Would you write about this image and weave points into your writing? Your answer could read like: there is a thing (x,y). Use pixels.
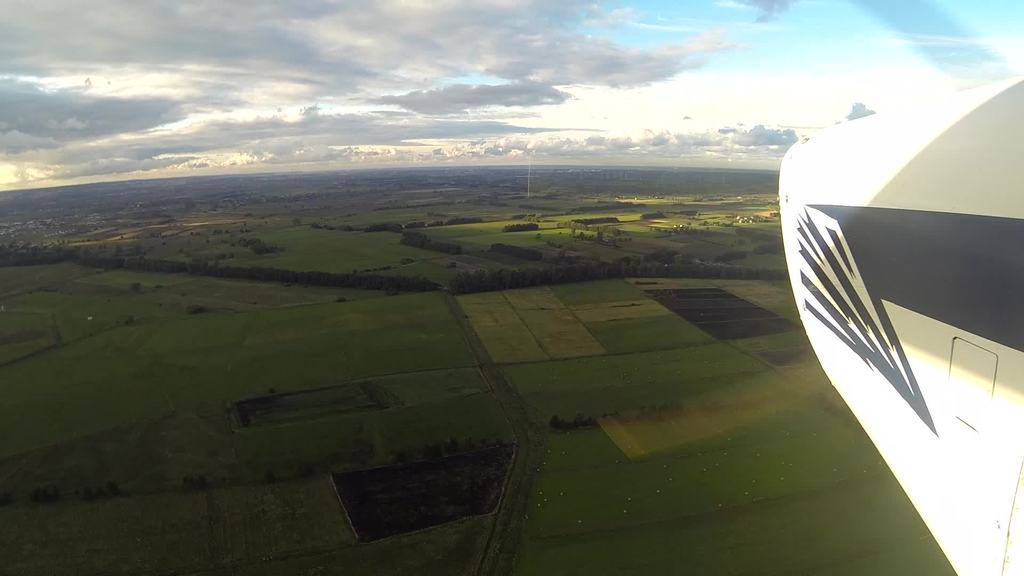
This is a top view of the image. On the right side of the image (850,312) there is a wing (863,302) of the flight (943,493). On the left side of the image (259,339) there is a greenery (316,294) with grass (277,489), plants (568,422) and trees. In the background (377,121) there is a sky (706,61).
